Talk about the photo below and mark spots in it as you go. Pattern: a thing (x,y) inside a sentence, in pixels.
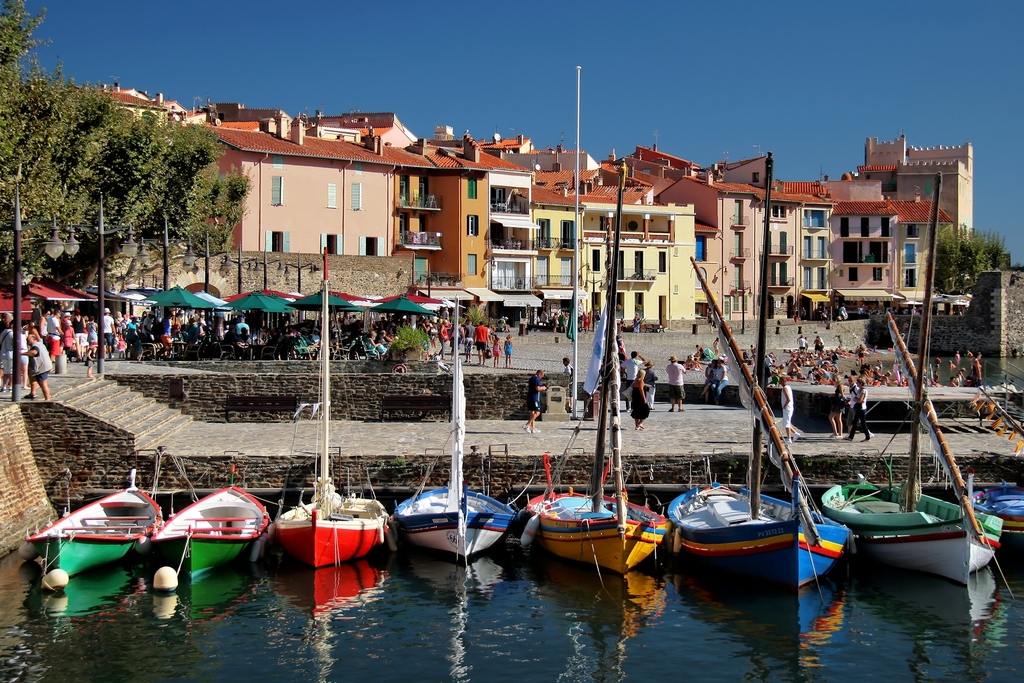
In this image there are few people (44,367), buildings (505,225), trees (73,182), shops (904,300), poles (102,367), stairs (89,382), few boats (368,525) in the water (846,560) and the sky (646,130).
